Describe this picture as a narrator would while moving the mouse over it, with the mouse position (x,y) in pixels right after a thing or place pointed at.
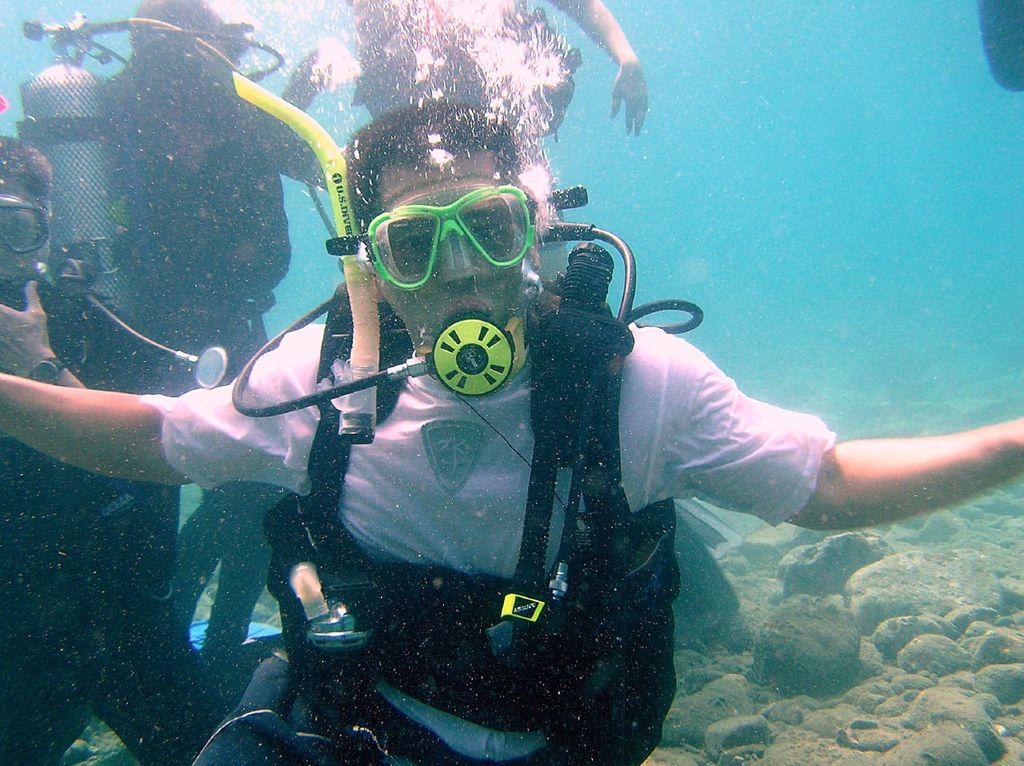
In the image there are few persons (448,185) scuba diving in the ocean (792,171), below there are rocks (871,619).
